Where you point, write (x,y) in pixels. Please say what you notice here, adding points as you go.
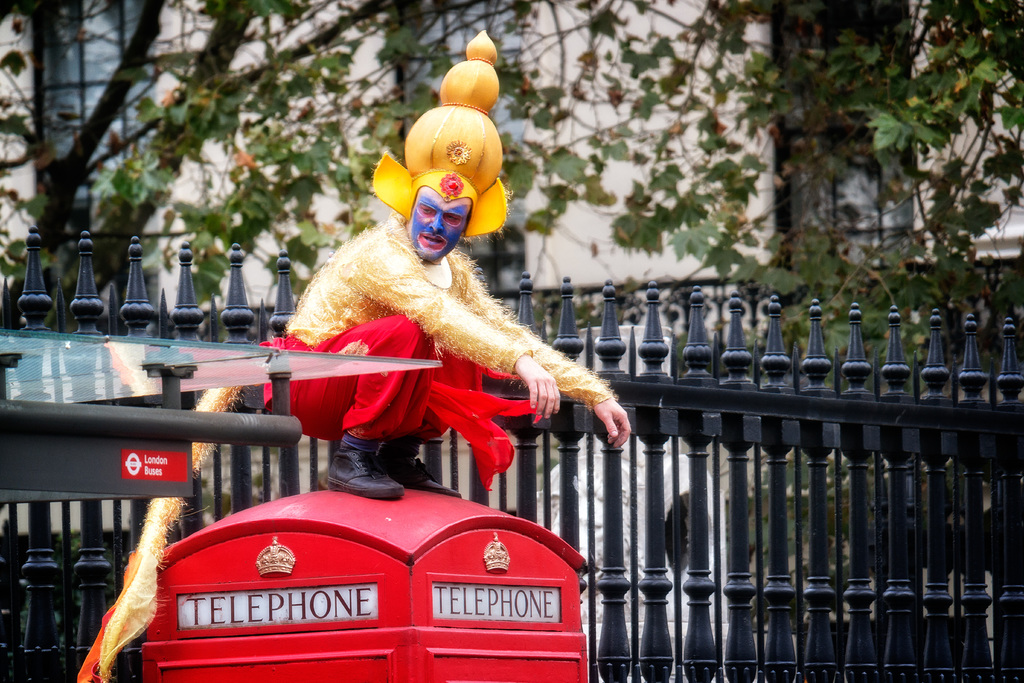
In this image I can see a red colour telephone booth (294,541) and on the top of it I can see a man (538,364). I can see he is wearing a costume (403,330). On the left side of this image (121,375) I can see a pole (89,431) and a glass (42,370) on it. In the background (846,356) I can see Iron fencing (836,481), number of trees (878,92) and a building (763,189).
